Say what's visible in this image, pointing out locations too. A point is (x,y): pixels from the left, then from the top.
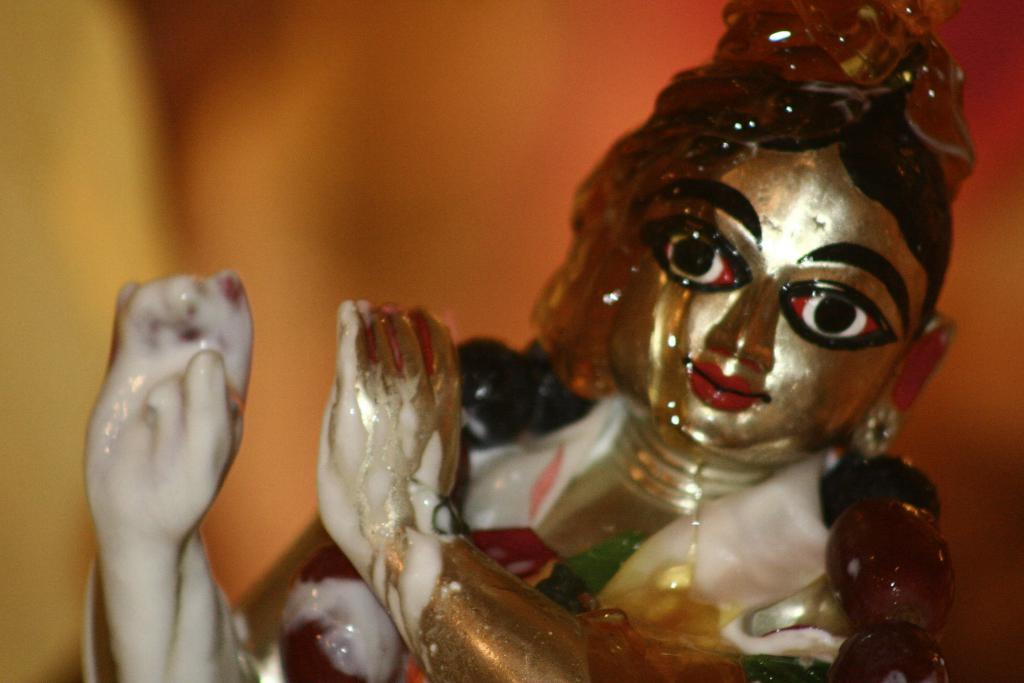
In this image we can see an idol (660,459). In the background (440,67) it is blur.
